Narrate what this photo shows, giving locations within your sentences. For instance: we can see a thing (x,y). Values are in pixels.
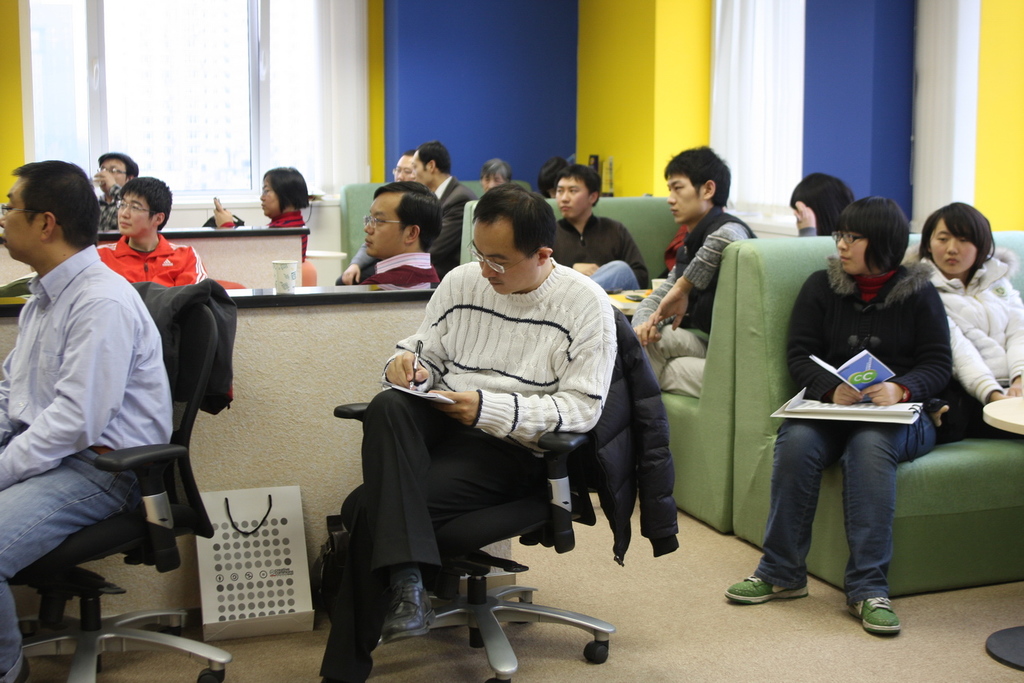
The picture is clicked inside a class room (371,397) where there are people (370,223) sitting on chairs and sofas (726,430), there are few people (805,210) looking at the one corner of the image. We observe glass windows (206,106), blue and yellow color walls (531,88).
